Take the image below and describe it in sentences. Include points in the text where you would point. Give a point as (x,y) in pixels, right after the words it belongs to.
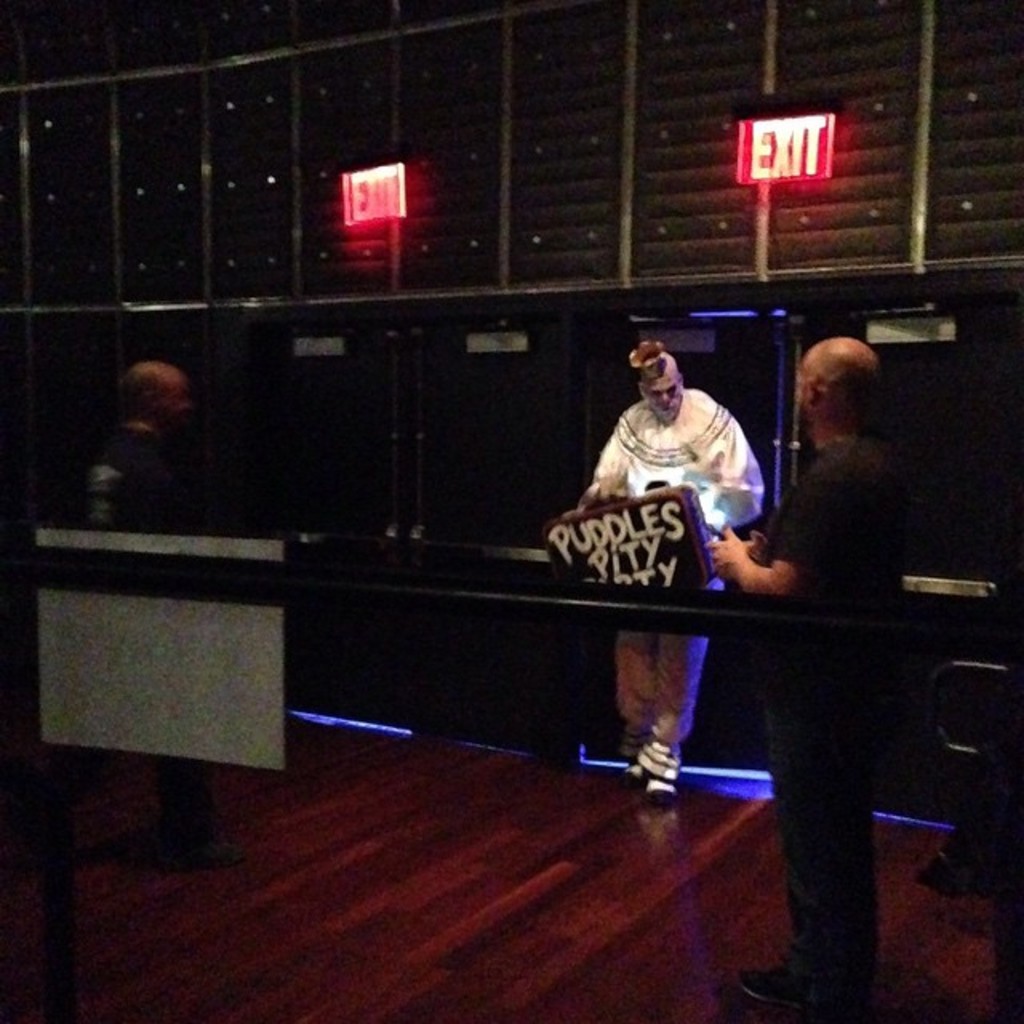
In this image I can see three people (626,646) with the dress (640,729) and I can see an object (597,572) and something is written on it. In the background (565,288) I can see the LED boards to the wall (558,253).
